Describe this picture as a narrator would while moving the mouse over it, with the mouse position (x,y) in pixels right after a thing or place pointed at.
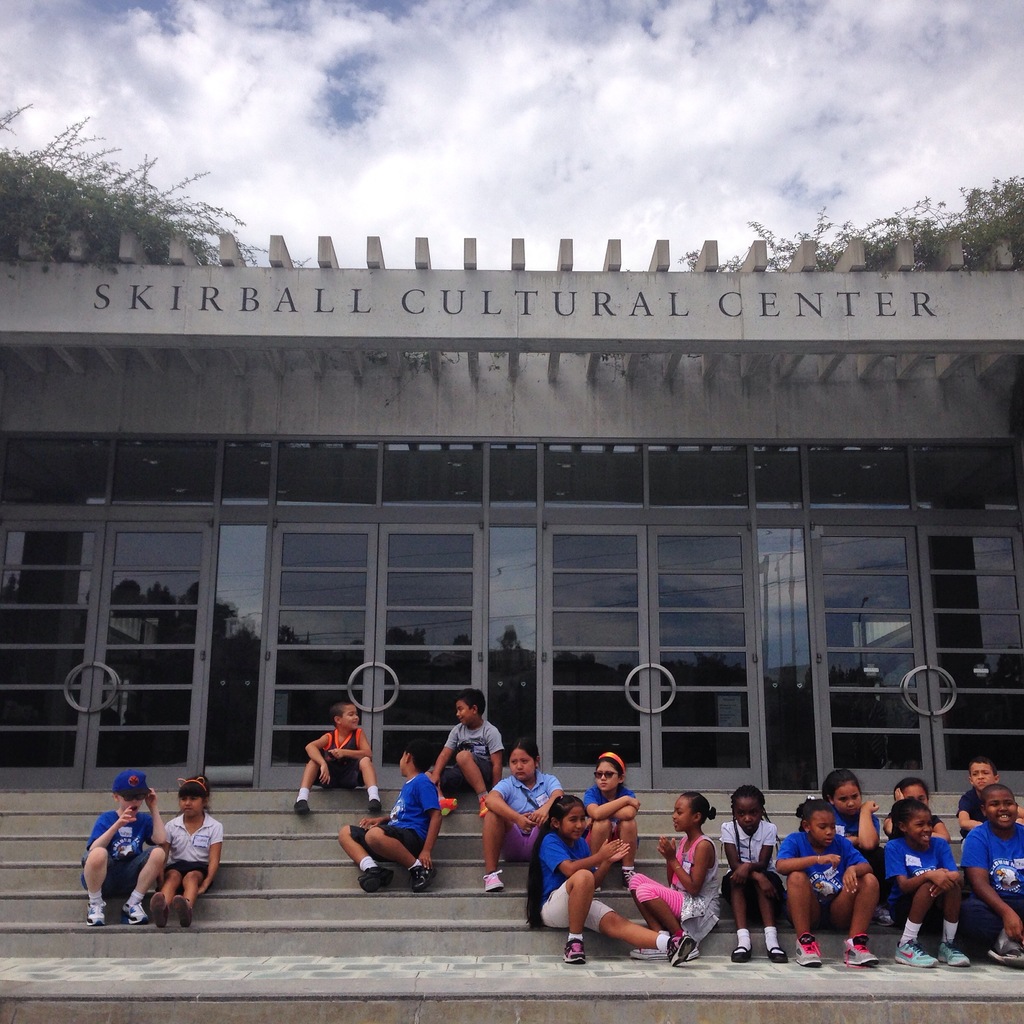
In this image we can see children (663,901) sitting on the stairs (297,922), we can see glass doors (991,686), above that we can see some written text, near that we can see the plants (120,234), at the top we can see the sky (500,33) with clouds (480,32).
